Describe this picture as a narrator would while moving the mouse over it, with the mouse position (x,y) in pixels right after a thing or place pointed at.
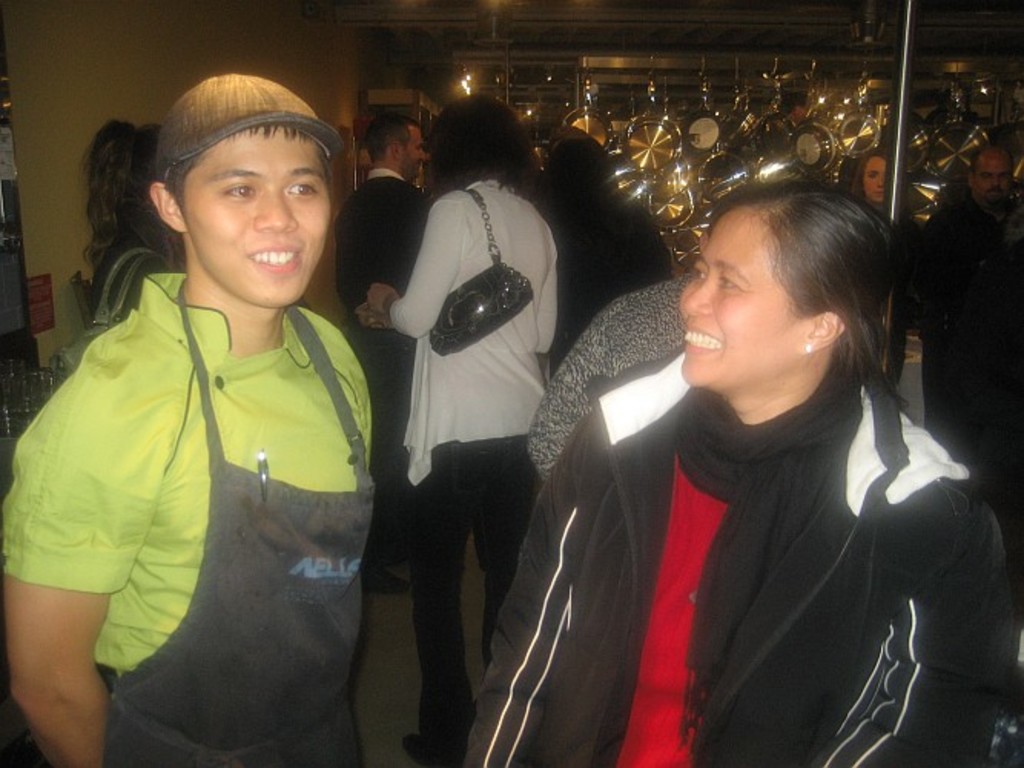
In this image we can see a few people (745,209) there are some pans (758,111), there is a pole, also we can see the wall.
